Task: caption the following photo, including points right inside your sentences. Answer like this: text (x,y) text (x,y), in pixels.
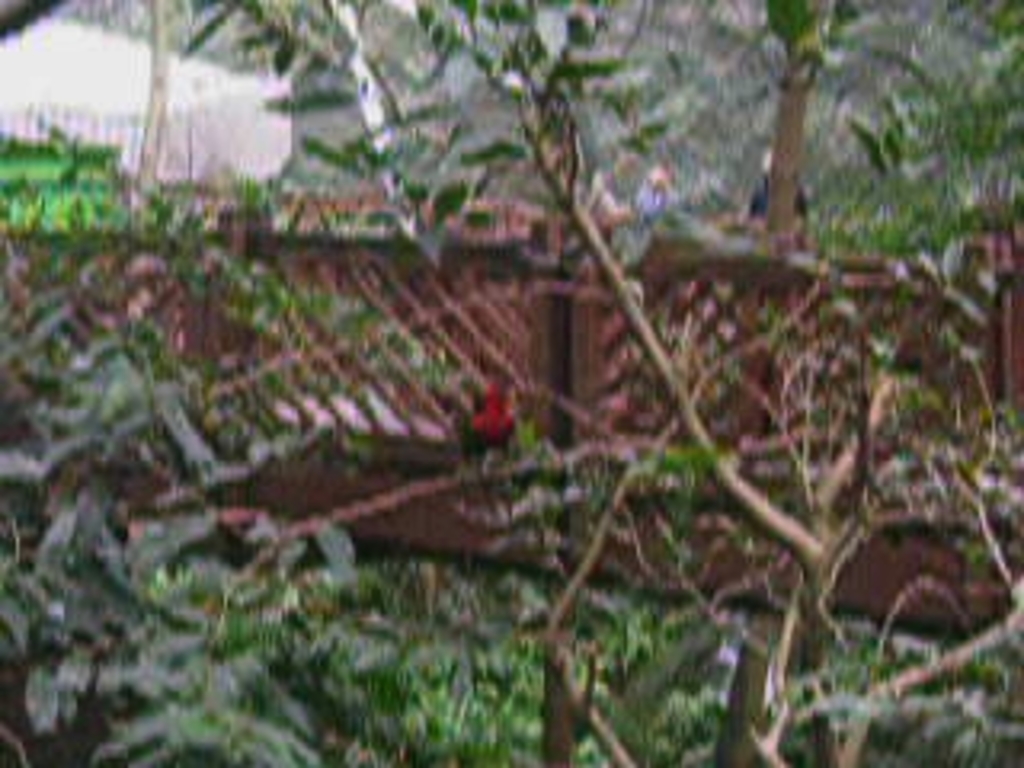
This is a blur image. In this picture we can see a few plants (264,21), fence (374,487) and a white object (237,82) in the background (74,60).
